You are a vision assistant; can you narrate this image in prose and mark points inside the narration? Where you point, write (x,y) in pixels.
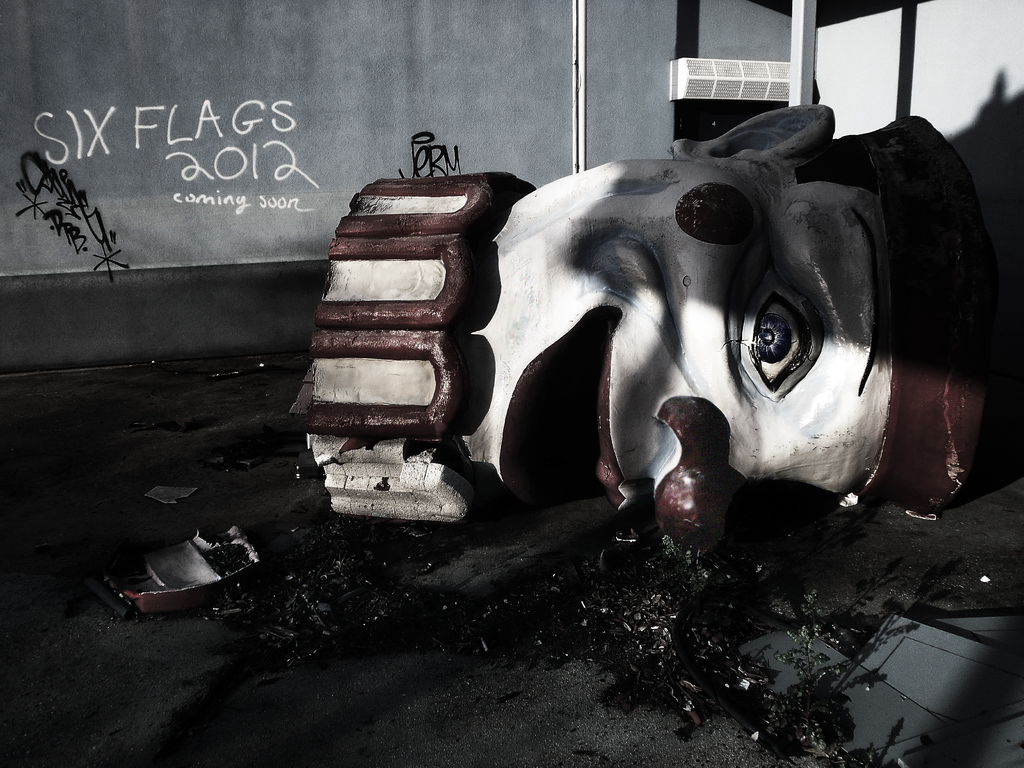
In this picture I can see a doll (642,253) in the middle (659,374), on the left side (286,151) there is the text (263,155), in the background (382,88) there is a wall (343,119). It looks like an edited image.
